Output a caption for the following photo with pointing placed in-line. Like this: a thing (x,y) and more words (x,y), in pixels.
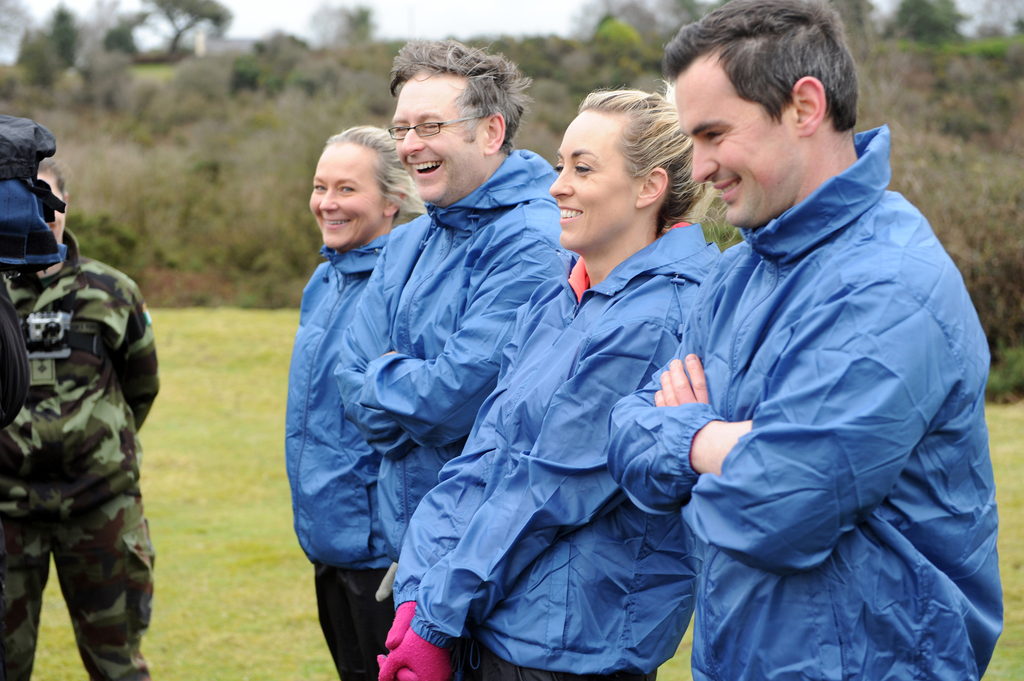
There are four persons (575,372) standing and wearing blue jackets (484,348) and smiling. On the ground (225,508) there is grass (237,600). In the back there are trees (916,131). Also there is a person (70,384) on the left side (78,442).
